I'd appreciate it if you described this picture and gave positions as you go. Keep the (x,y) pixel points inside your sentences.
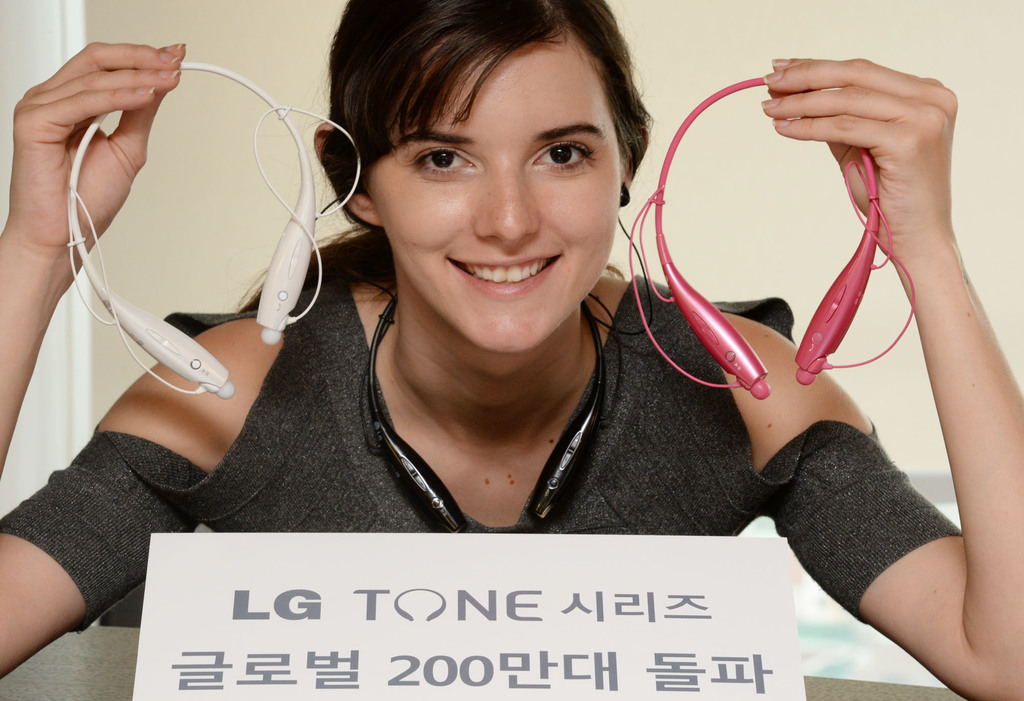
Here in this picture we can see a woman (382,221) holding Bluetooth headsets (278,293) in her hands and smiling and in front of her we can see a name board (180,579) present over there.
